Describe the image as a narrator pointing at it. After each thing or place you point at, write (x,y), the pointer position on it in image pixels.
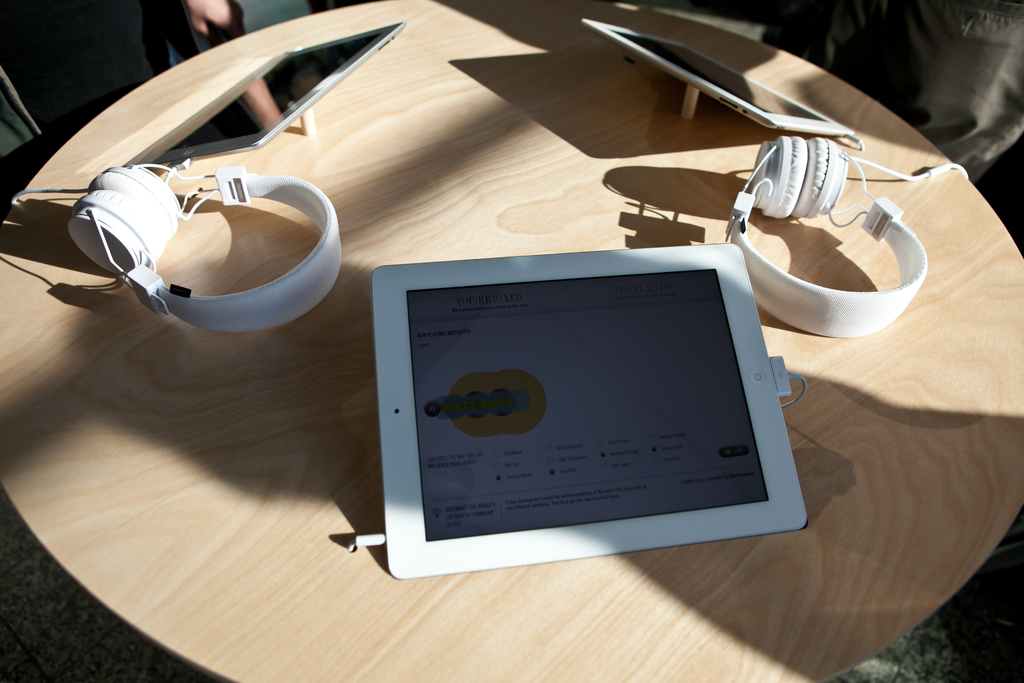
There is a table (743,31). There is a i pad (711,382) and head phone (771,292) on a table (767,333).
